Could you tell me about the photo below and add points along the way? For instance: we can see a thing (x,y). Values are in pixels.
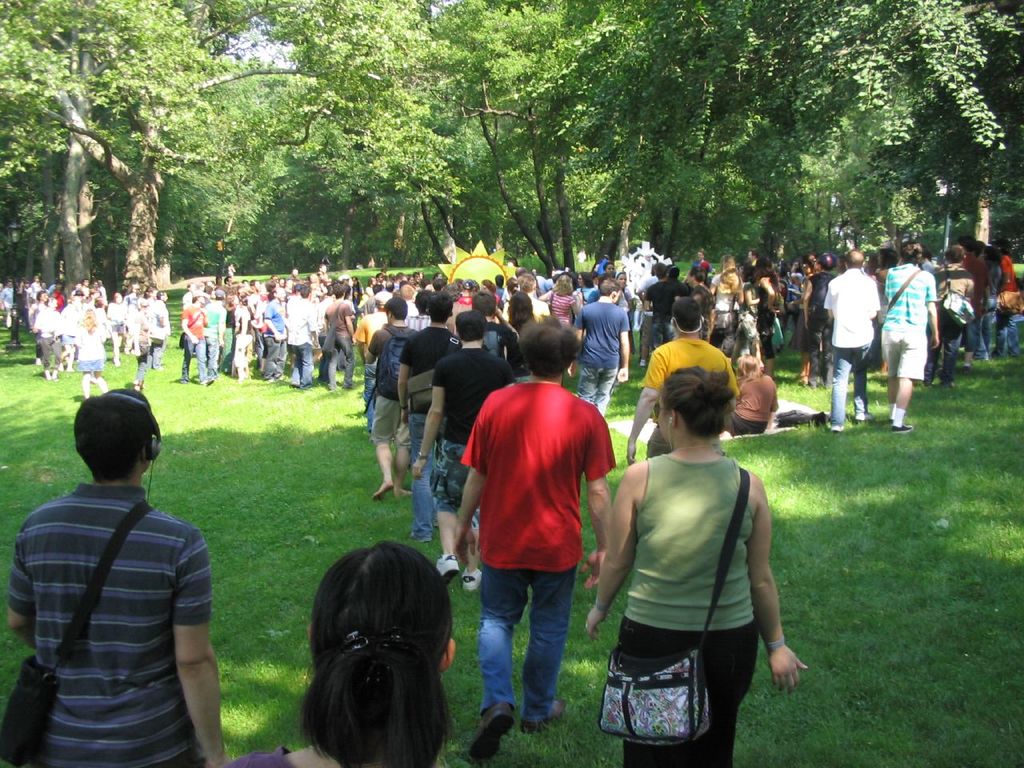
In this image we can see many people (415,294). Some are wearing bags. On the ground (589,537) there is grass (807,527). In the background (512,219) there are trees (719,158).
